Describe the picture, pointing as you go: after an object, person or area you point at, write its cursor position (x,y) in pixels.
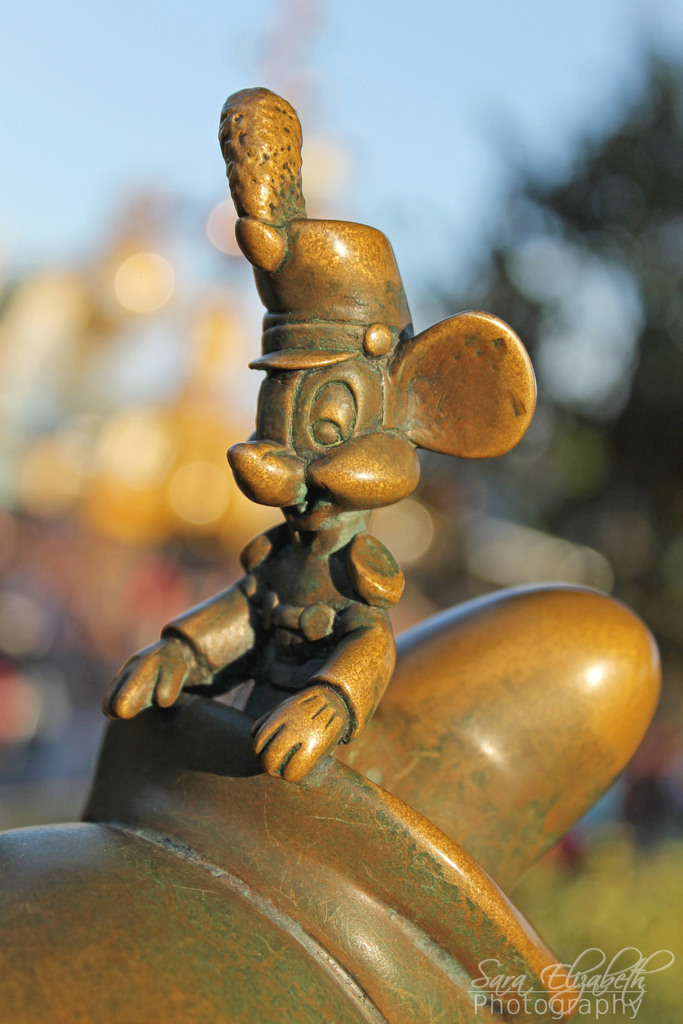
There is a metal sculpture (354,670) is present as we can see in the middle of this image (364,622). There is a watermark (585,992) at the bottom right corner of this image (595,954).
